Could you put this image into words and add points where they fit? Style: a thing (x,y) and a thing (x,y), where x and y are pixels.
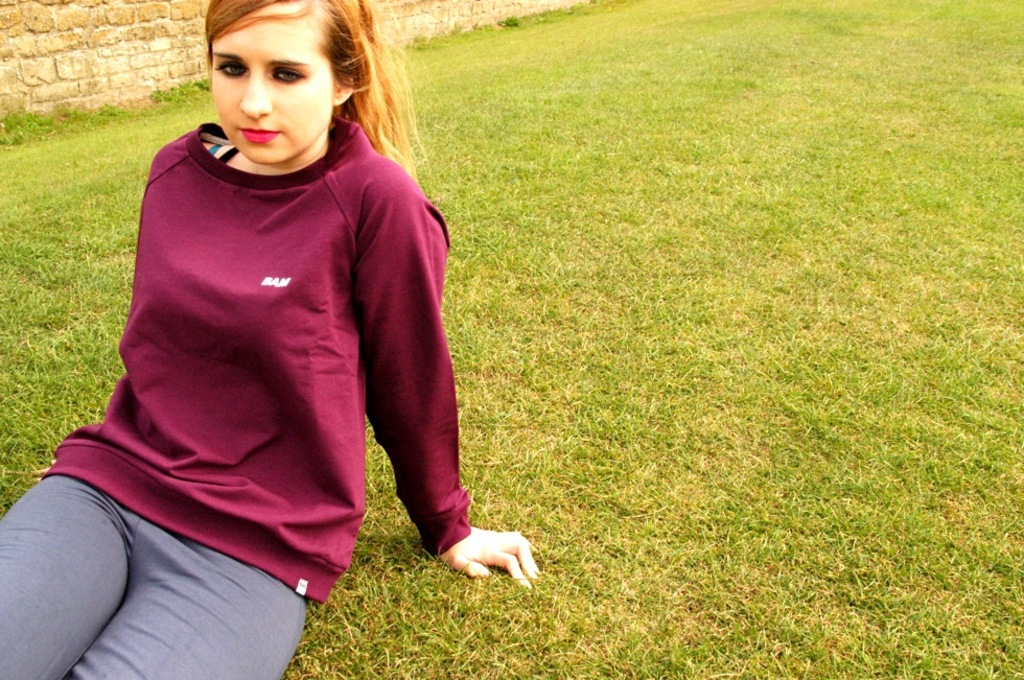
In this image we can see a girl (308,516) is sitting on the grassy land (593,437). She is wearing maroon color t-shirt (223,397) with jeans (150,602). Top left of the image (85,53) wall (125,51) is there.
